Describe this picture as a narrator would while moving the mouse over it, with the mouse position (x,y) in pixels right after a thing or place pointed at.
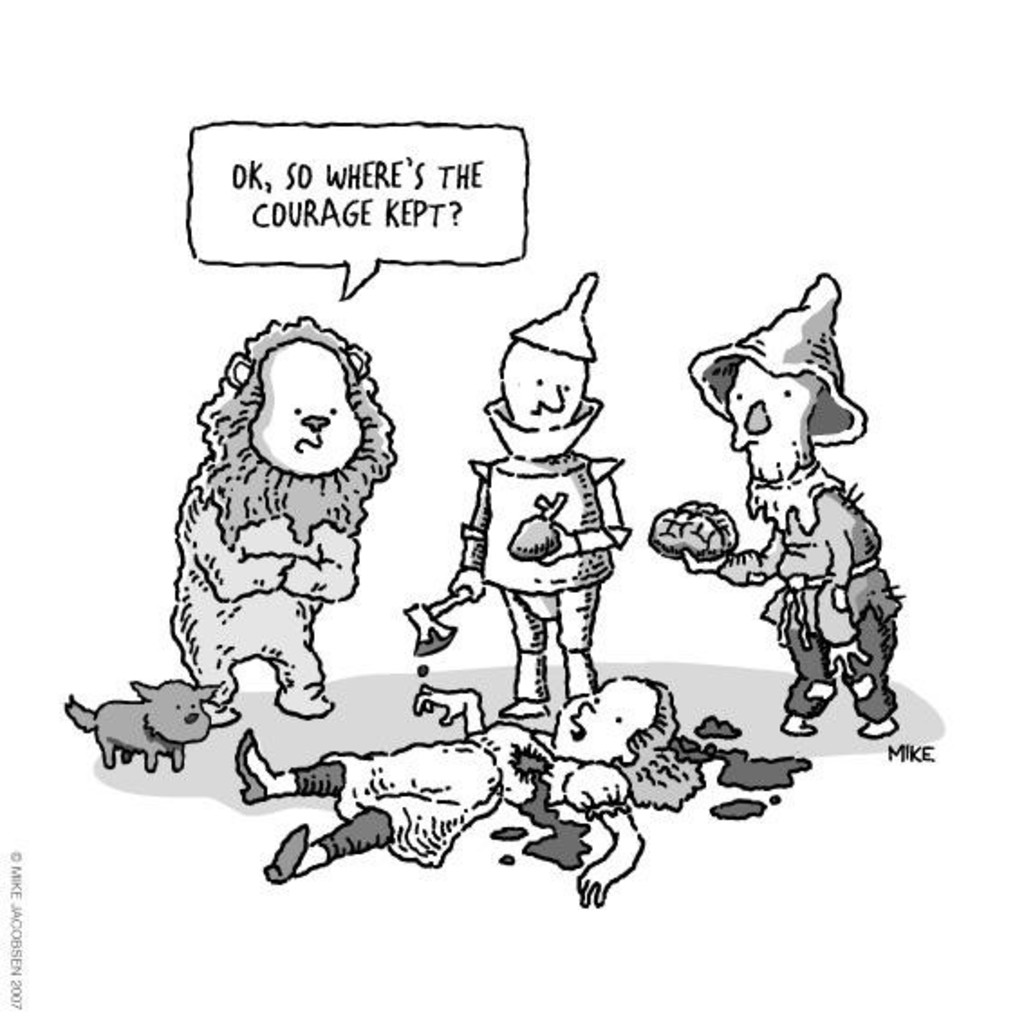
In this image I can see a cartoon images (515,578) and they are holding something. I can see the white background (691,213) and something is written on the image.
